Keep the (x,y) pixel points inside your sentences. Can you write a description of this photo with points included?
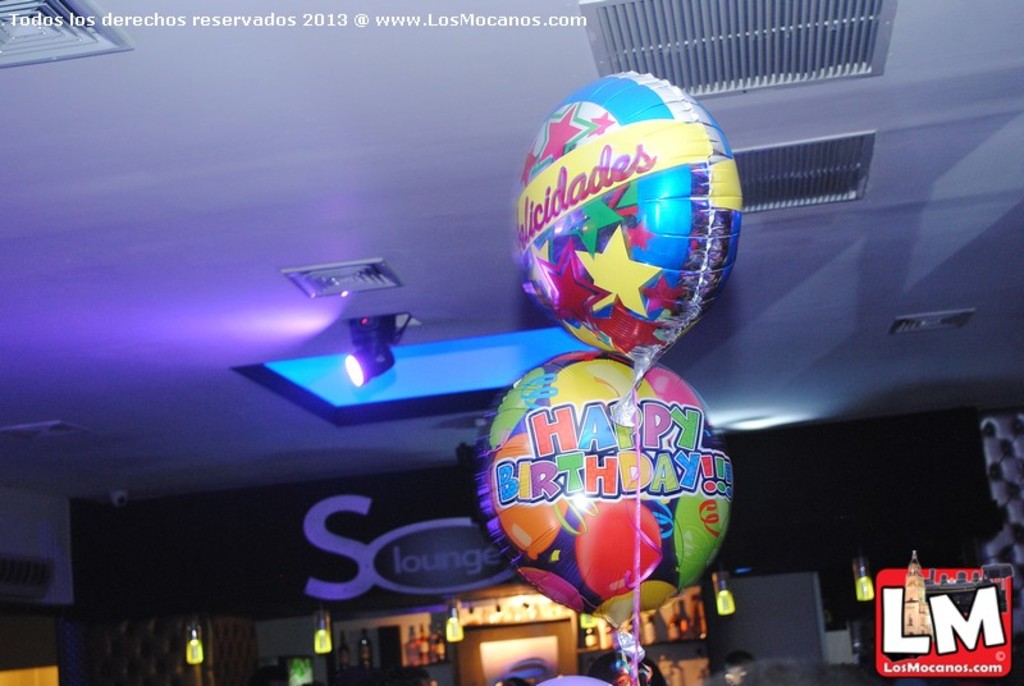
As we can see in the image there is wall (766,520), lights (369,358), balloons (660,454) and door (543,640).
